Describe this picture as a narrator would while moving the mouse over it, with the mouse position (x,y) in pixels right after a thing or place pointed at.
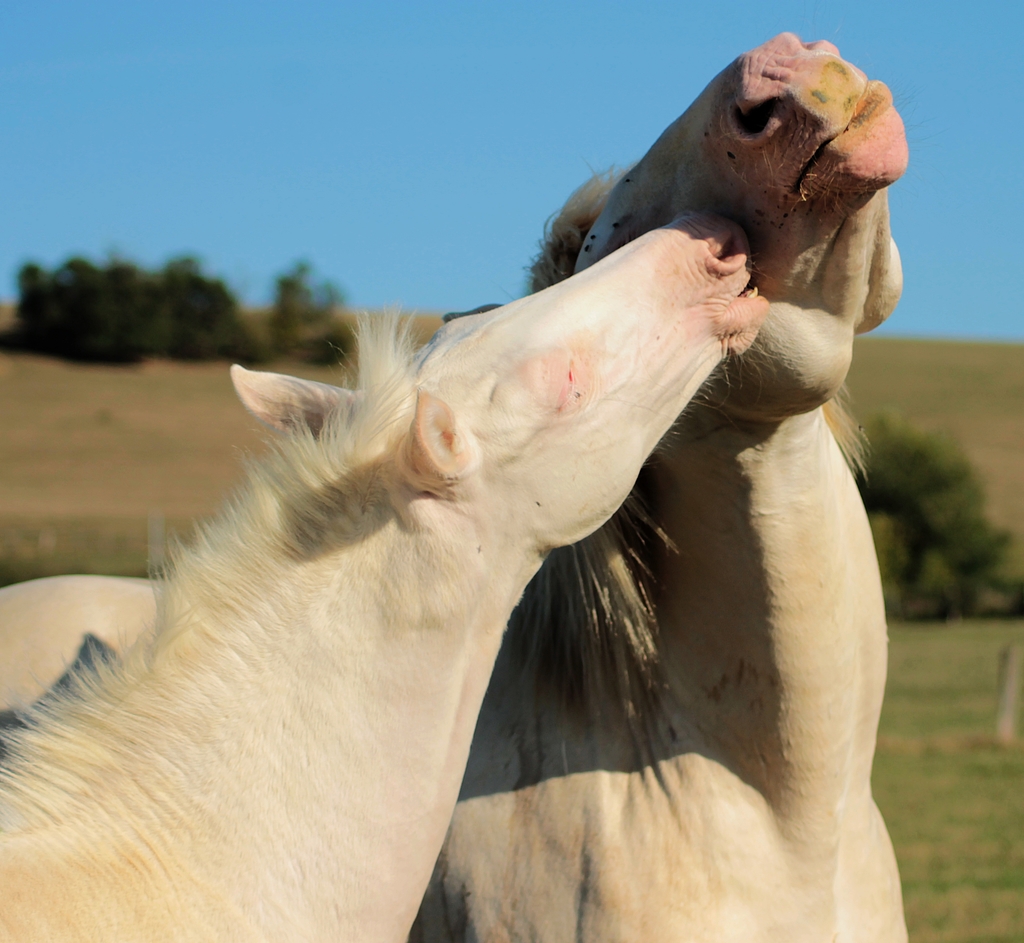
In this image we can see two horses (507,613) which are white in color and in the background of the image (793,26) there are some trees (103,314) and clear sky (341,194).
